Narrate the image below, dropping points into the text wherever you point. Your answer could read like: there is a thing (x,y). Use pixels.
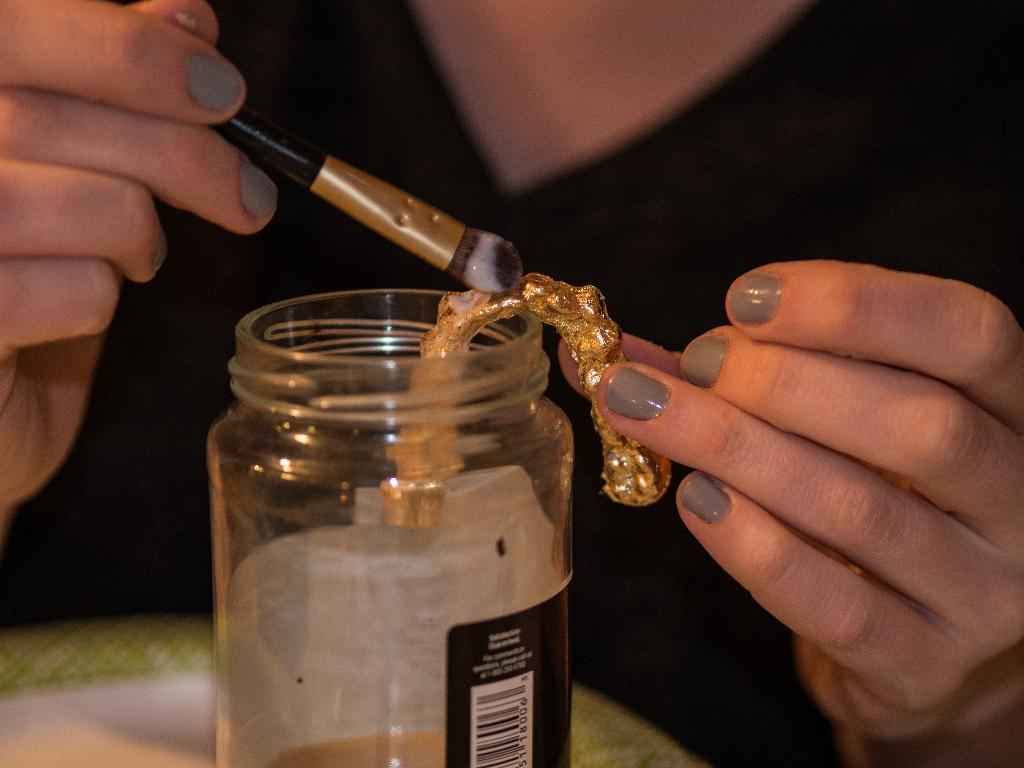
This image consists of a person (737,355) and there is a small bottle (272,618) in front of them. They are holding a brush (432,234) and doing something.
